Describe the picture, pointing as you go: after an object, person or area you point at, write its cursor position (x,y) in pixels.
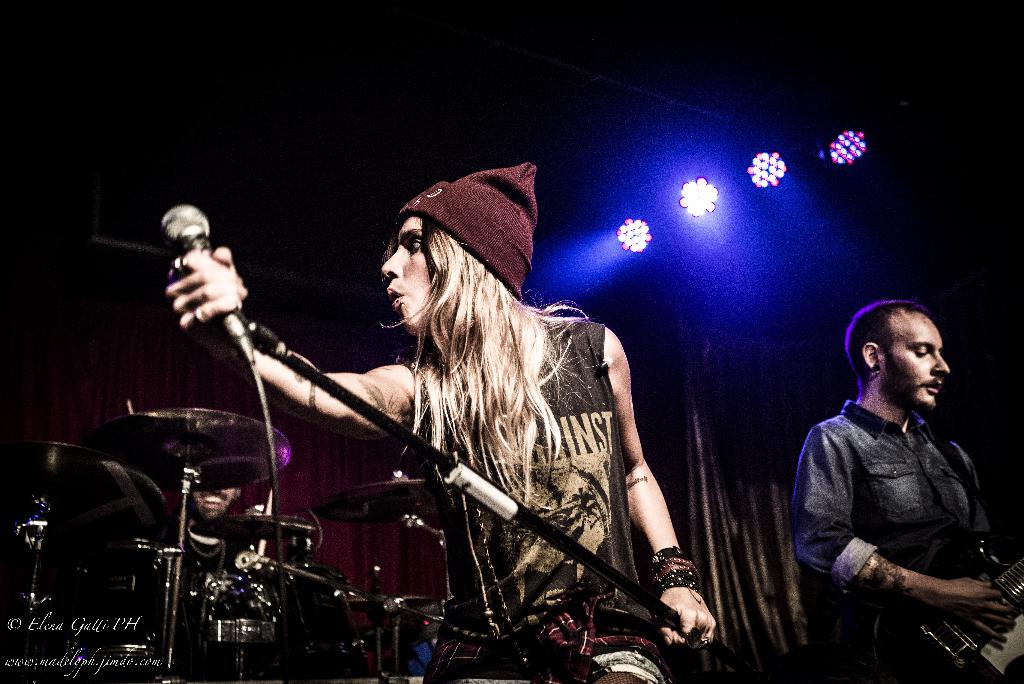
On top (774,181) there are focusing lights (638,228). This man (892,391) is standing and playing a guitar (1009,571). This woman (538,541) is holding mic (190,248) and wearing cap (503,233). This man (214,507) is playing these musical instruments (332,650).
